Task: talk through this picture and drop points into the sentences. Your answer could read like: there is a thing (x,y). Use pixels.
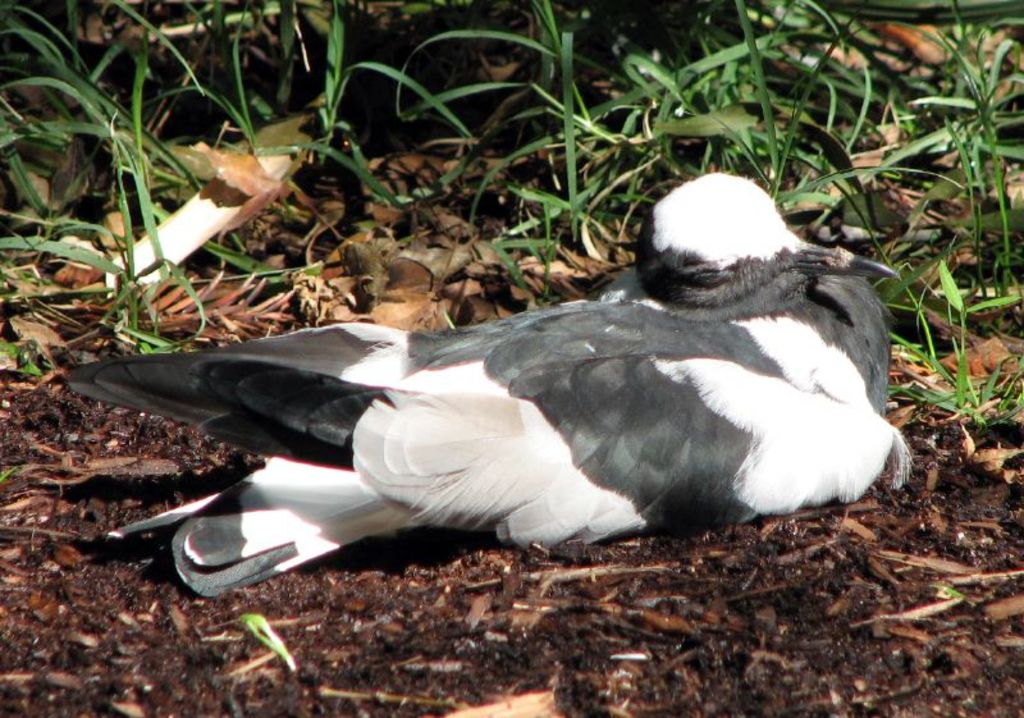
In this picture we can see a bird (620,401) here, at the bottom (731,642) there is soil (705,650), we can see some leaves (647,83) here.
